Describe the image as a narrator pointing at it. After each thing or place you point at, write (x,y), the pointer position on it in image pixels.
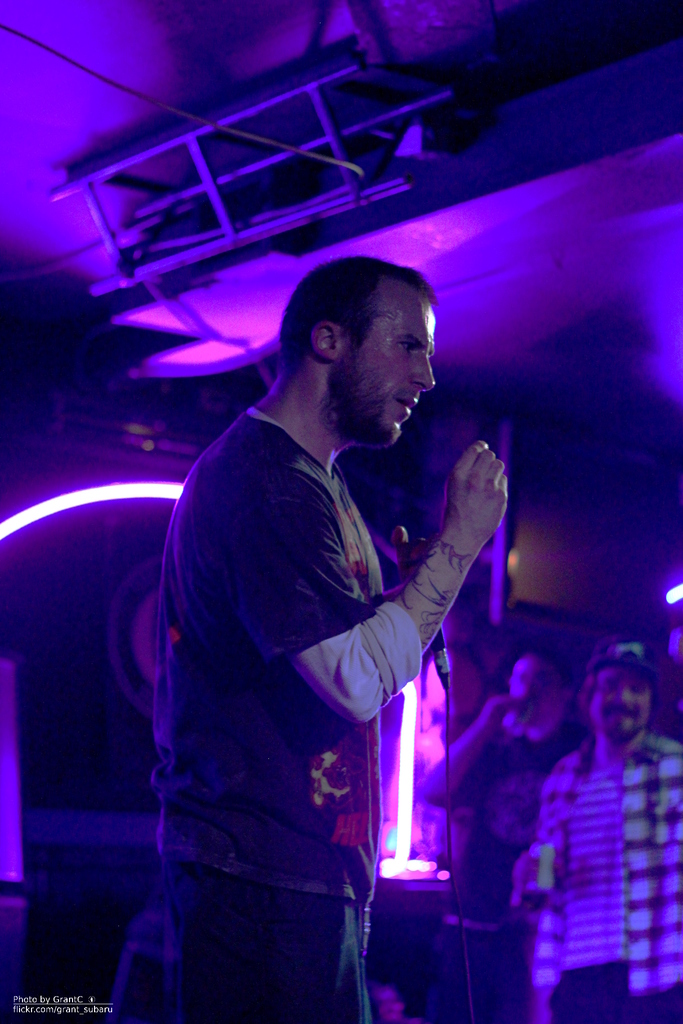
In this image there are people (466,886) standing on a stage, in the background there is a light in the bottom left (61,996) there is text (23,995).
